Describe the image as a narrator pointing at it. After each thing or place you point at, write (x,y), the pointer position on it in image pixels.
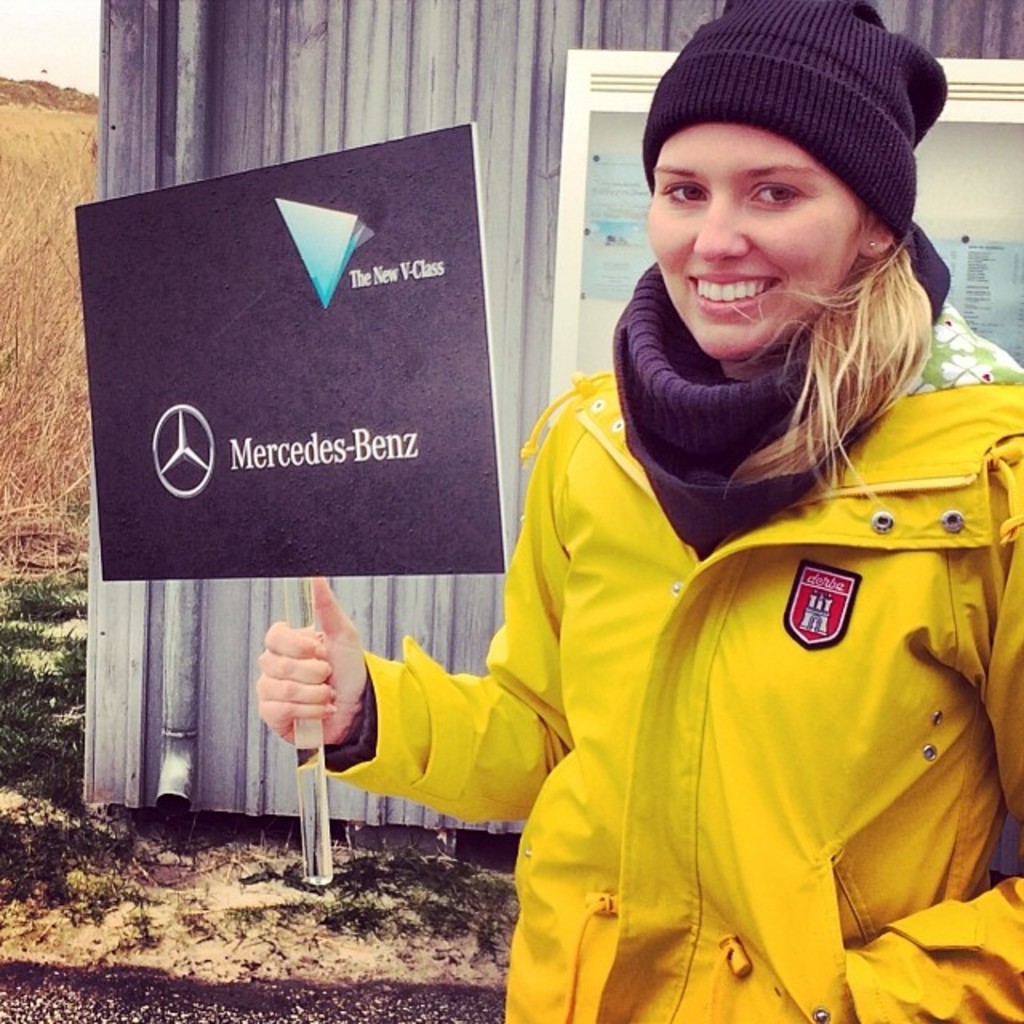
In this image we can see a person (799,395) holding a board (273,559) with some images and text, there is some grass (66,161) and the wall (524,102) with a poster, and also we can see the sky (82,84).
